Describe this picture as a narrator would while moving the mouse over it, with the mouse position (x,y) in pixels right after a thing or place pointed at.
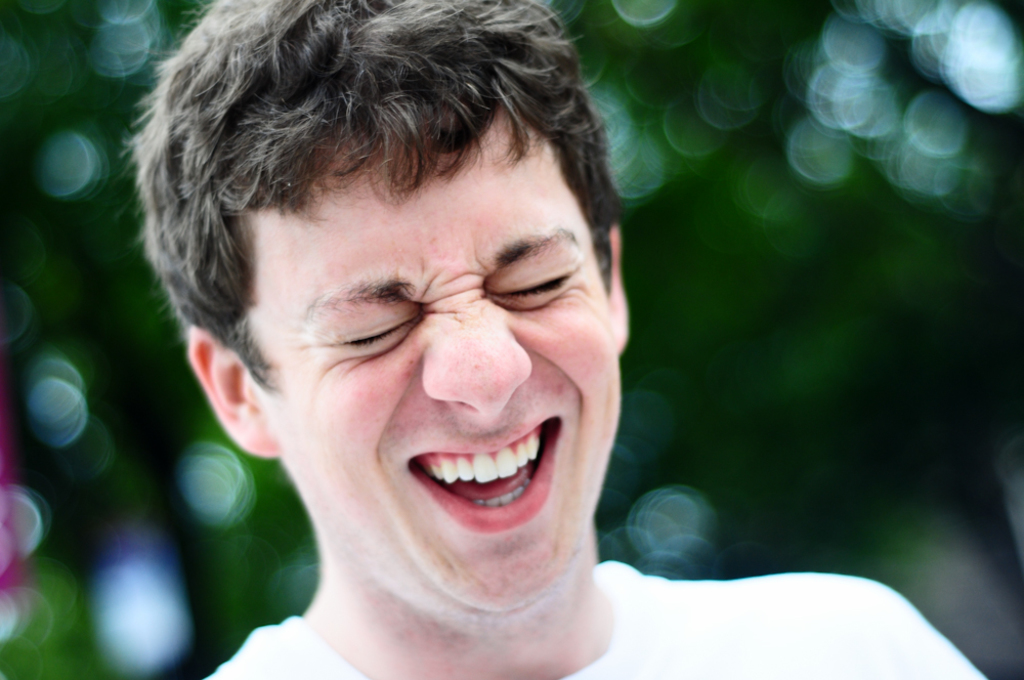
In this picture I can see a man (366,341) with a smile on his face (447,520) and I can see blurry background (662,21).
